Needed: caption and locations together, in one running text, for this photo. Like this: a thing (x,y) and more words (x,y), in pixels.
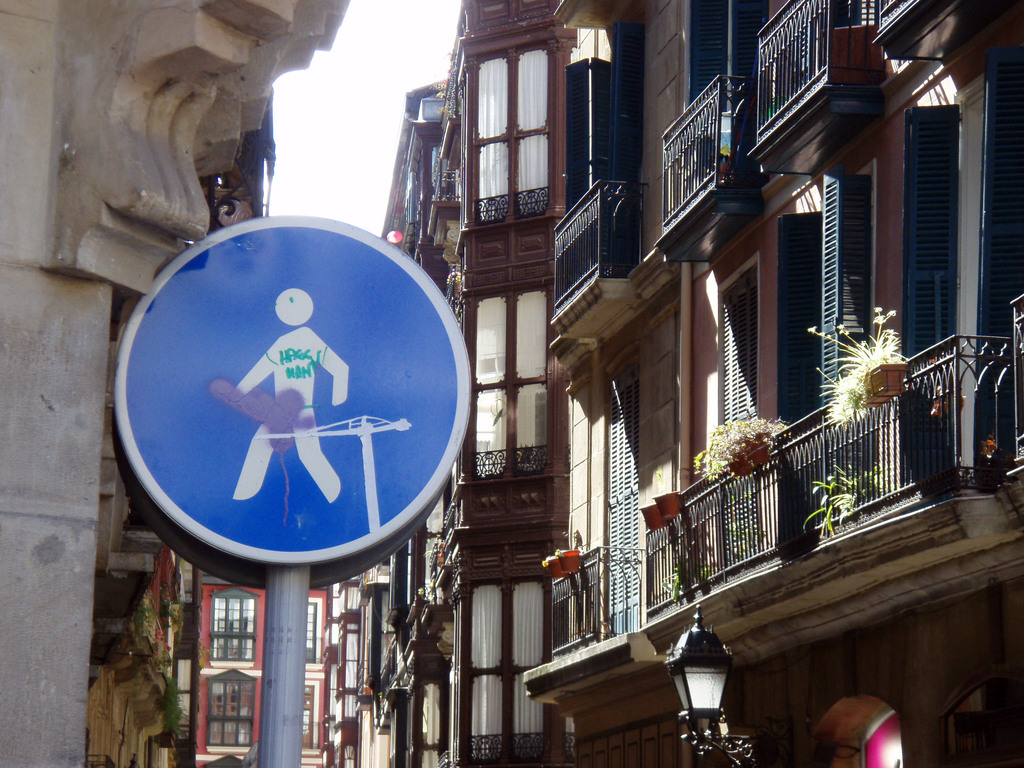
In this image we can see buildings (609,383), sign boards (400,377), grills (769,507), houseplants (877,487), street lights (724,662) and sky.
